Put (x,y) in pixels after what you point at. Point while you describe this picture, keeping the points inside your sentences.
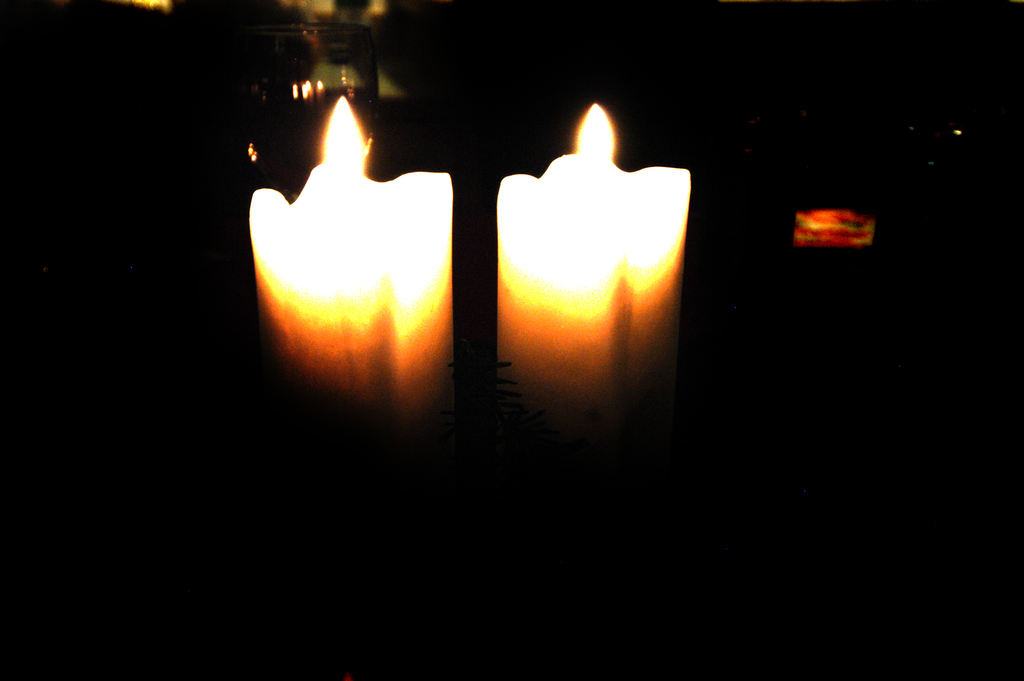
Here we have a unclear picture which looks like 2 candles (287,266) kept in the dark.
